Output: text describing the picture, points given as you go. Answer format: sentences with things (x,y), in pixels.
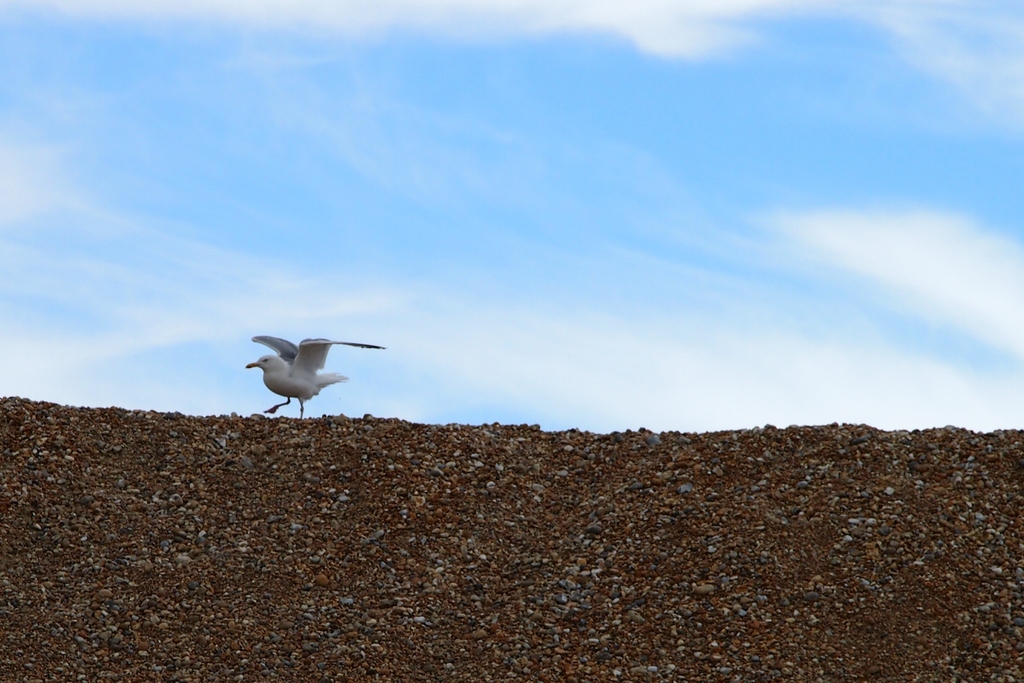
In this image there is a bird (262,363) on the land (552,548) having rocks (552,548). Top of the image (577,199) there is sky (577,199), having clouds (661,383).
